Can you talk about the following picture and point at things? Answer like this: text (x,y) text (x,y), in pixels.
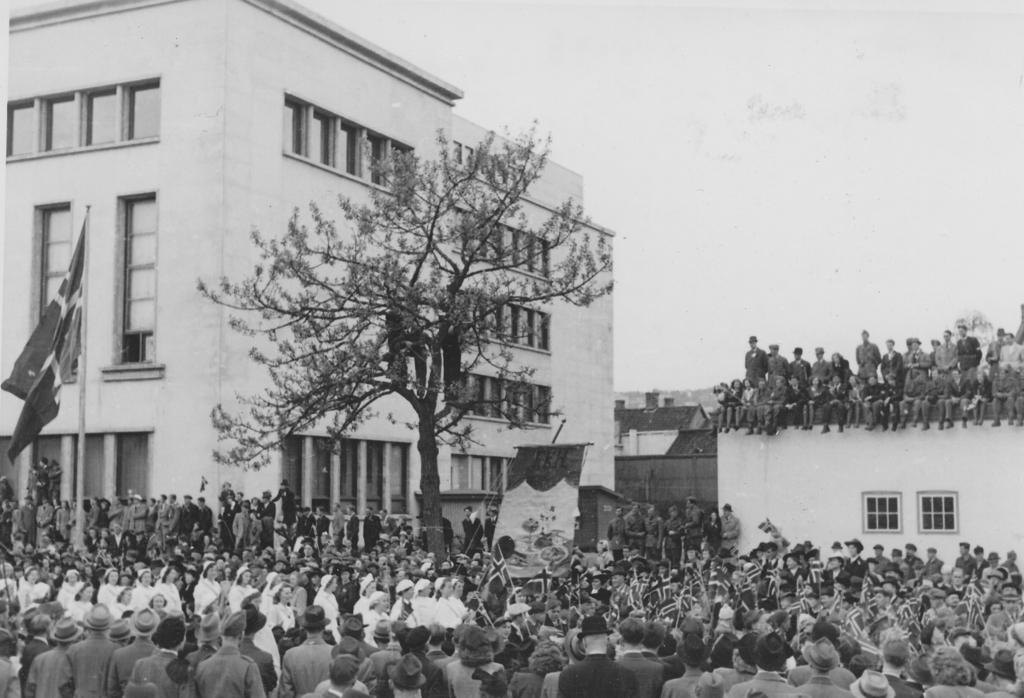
This is a black and white image. I can see the groups of people (423,555) standing and sitting. These are the buildings (93,374) with the windows (67,237). I can see a flag (63,346) hanging to a pole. This is a tree (414,297). I think this is a banner (539,505).
